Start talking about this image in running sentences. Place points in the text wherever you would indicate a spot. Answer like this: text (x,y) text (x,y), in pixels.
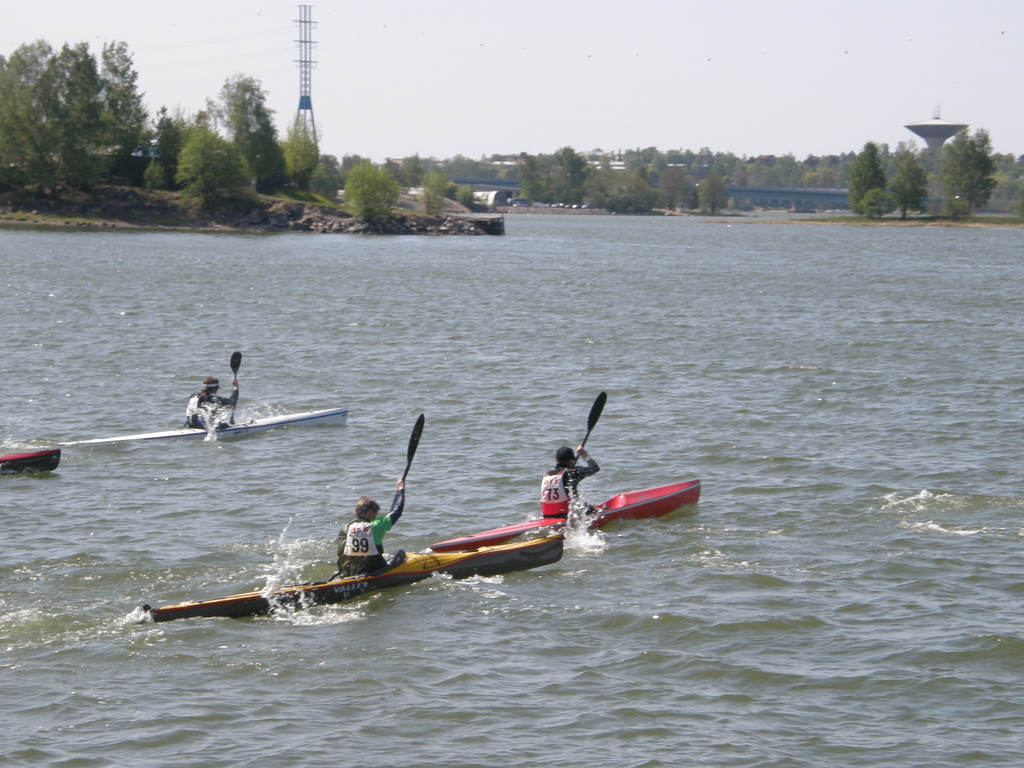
In this picture I can see three persons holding paddles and rowing the boats (218,600) on the water (603,282), there are towers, trees (31,134), and in the background (737,85) there is sky (573,122).
